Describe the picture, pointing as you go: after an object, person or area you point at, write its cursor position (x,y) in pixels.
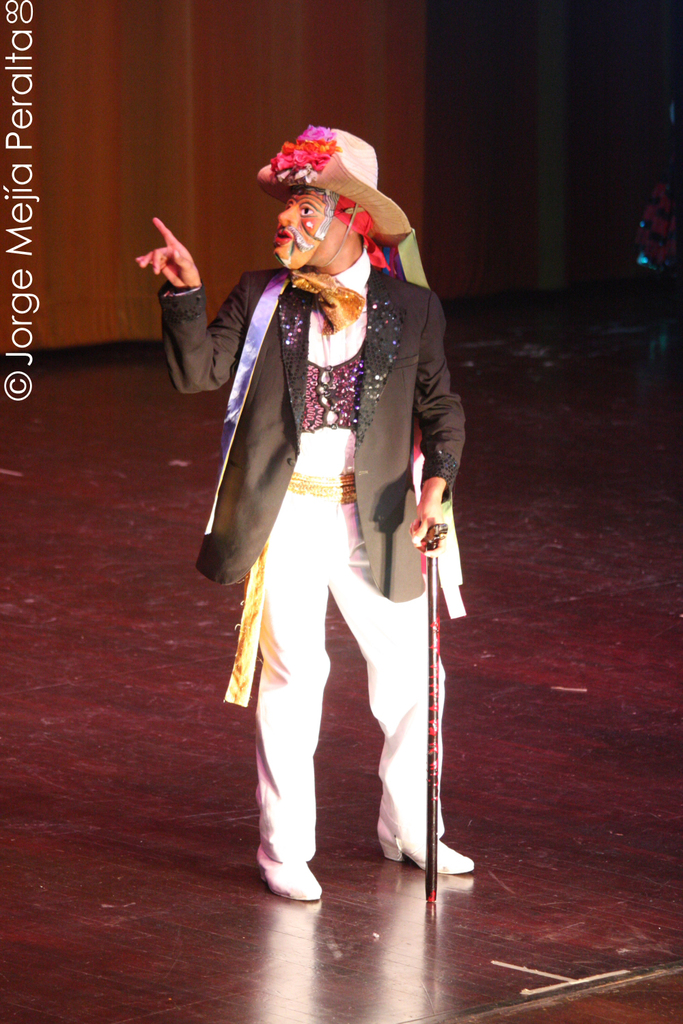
In the center of the image (264,354) there is a person (371,482) wearing a costume (375,593) holding a stick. At the bottom of the image (264,938) there is wooden flooring (542,825). In the background of the image (129,119) there is a curtain (168,150).
